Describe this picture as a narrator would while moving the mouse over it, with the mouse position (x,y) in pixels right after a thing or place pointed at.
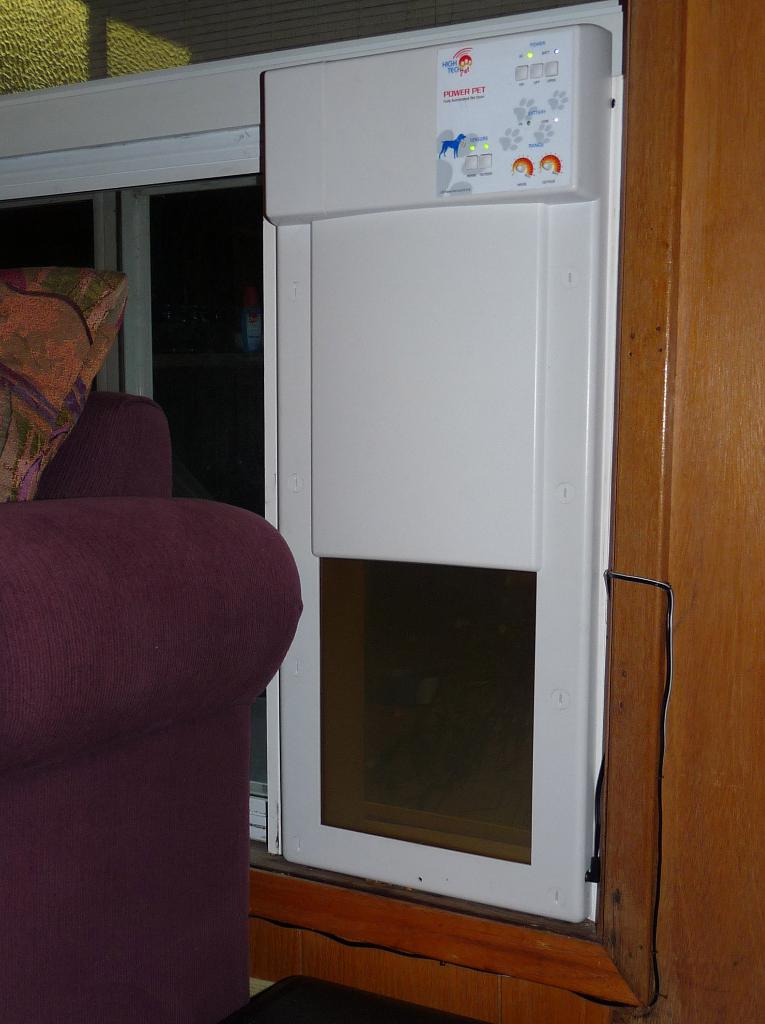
In this image we can see an electronic device (393,279) attached to the wall (753,159). There are windows (165,305). To the left side of the image (72,595) there is a chair (74,672).
